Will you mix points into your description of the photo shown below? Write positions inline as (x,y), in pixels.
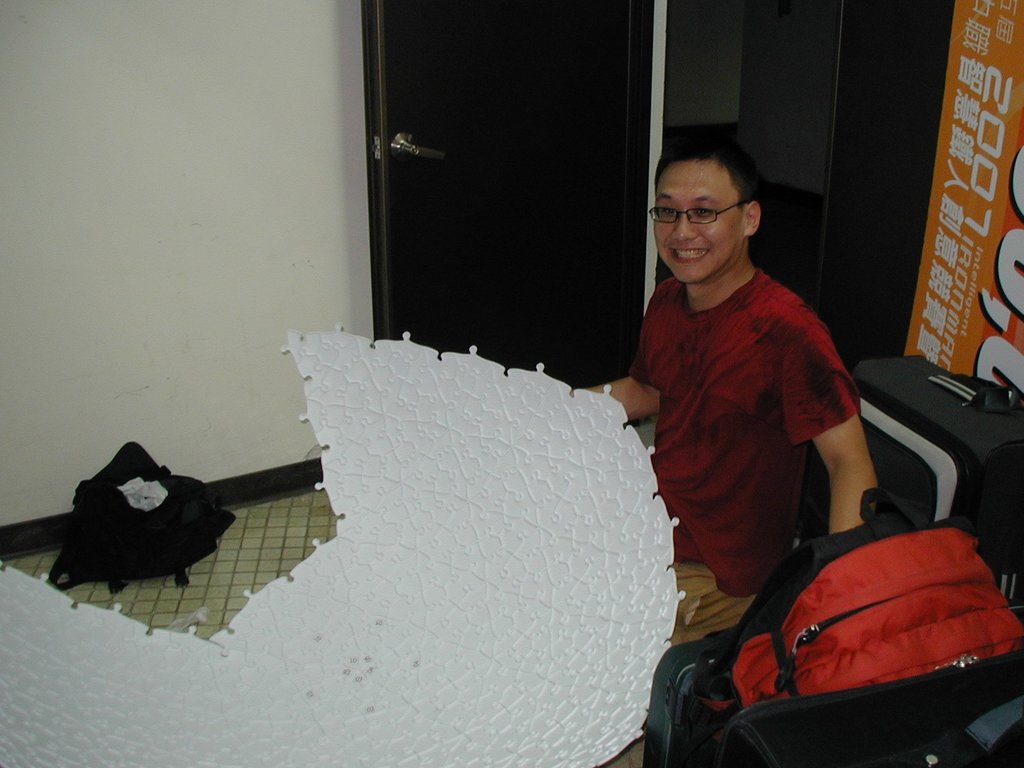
This image consists of a person (734,623). He is sitting. There are bags (791,645) at the bottom (705,720). There is a door (479,193) at the top (554,171).
